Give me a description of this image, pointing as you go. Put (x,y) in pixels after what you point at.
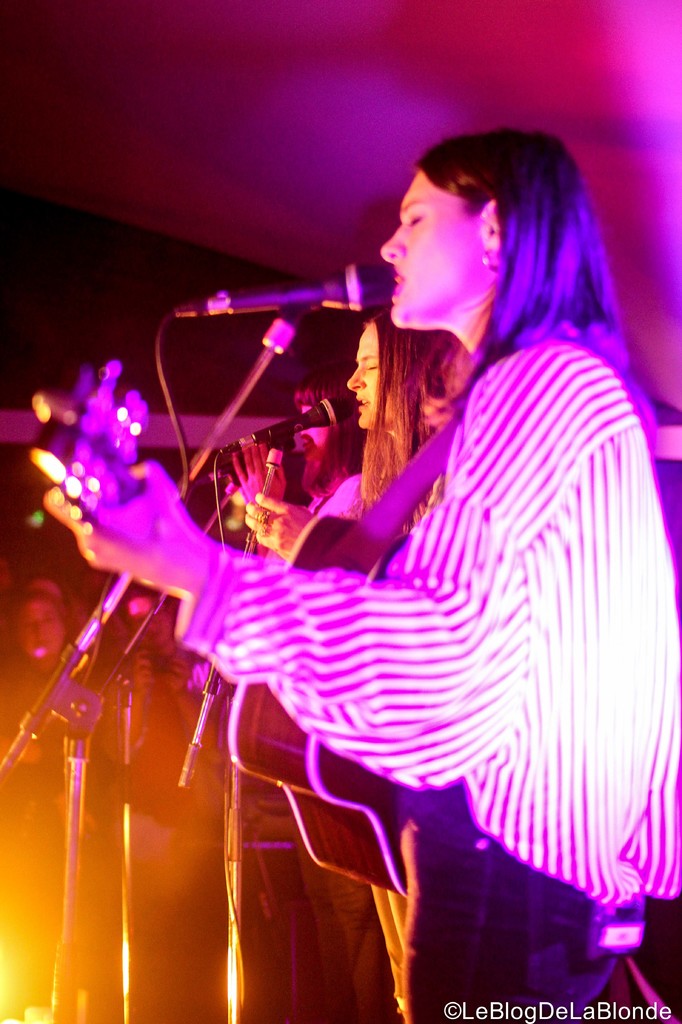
In this picture there are people (352,613), among them there is a woman (269,614) standing and playing a guitar (335,810) and we can see microphones (369,281) with stands (230,866). In the bottom right side of the image (512,1010) we can see text (462,1017).
